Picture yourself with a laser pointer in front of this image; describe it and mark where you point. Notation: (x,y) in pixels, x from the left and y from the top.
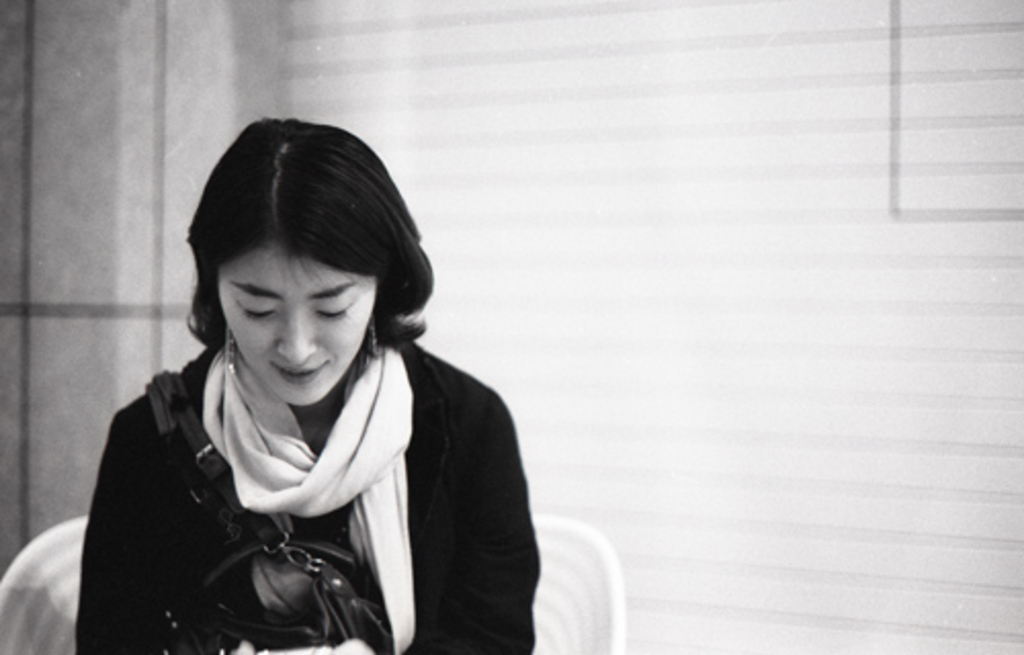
In the foreground (469,618) I can see a woman (509,522) is sitting on the chair (566,607). In the background (913,529) I can see a wall (772,94). This image is taken may be in a room (509,398).
